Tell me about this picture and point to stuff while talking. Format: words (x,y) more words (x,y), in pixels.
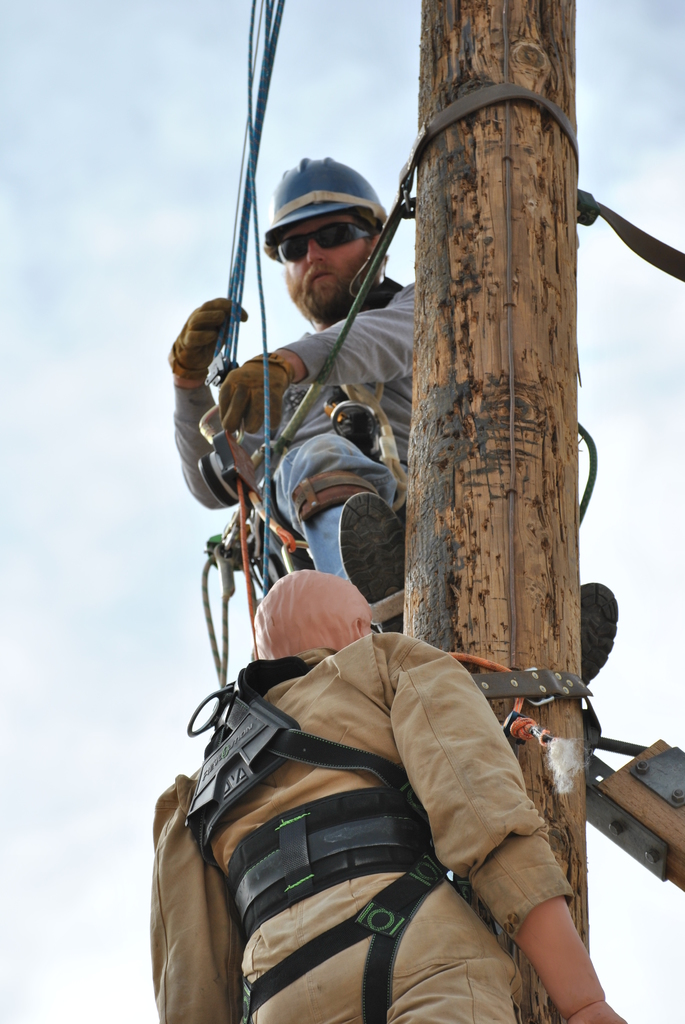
In this picture we can see a person (409,329) climbing a pole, this man (303,378) wore a helmet (326,192), goggles (338,237) and gloves (278,379), we can see the sky (123,215) in the background (129,211).
